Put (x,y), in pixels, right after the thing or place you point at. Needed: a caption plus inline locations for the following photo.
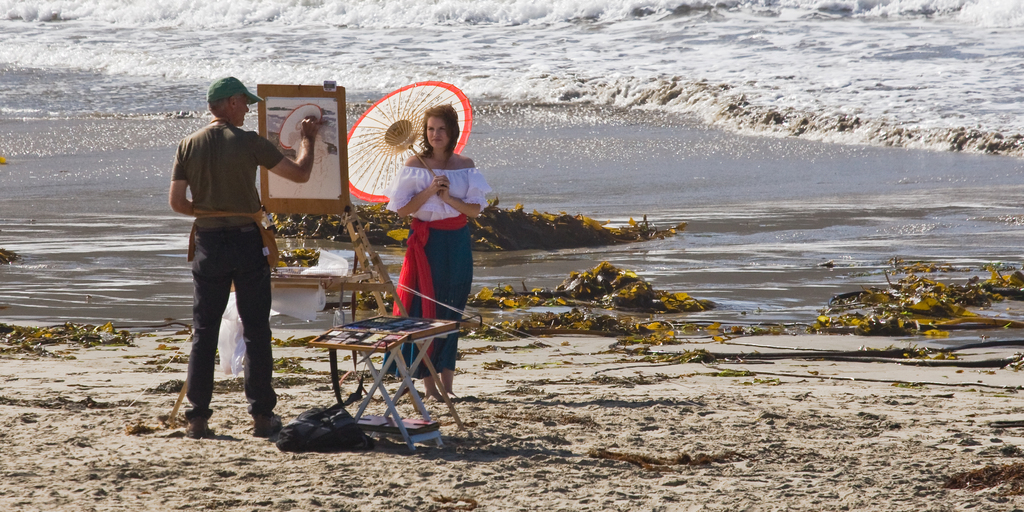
In the center (407,212) we can see two persons (284,161) were standing, the woman (395,209) she is holding umbrella (387,160) and the man (232,181) he is drawing something on the paper (286,135). Between them there is a table (370,340). In the background (350,54) there is water (542,79) and dry leaves (633,275).
